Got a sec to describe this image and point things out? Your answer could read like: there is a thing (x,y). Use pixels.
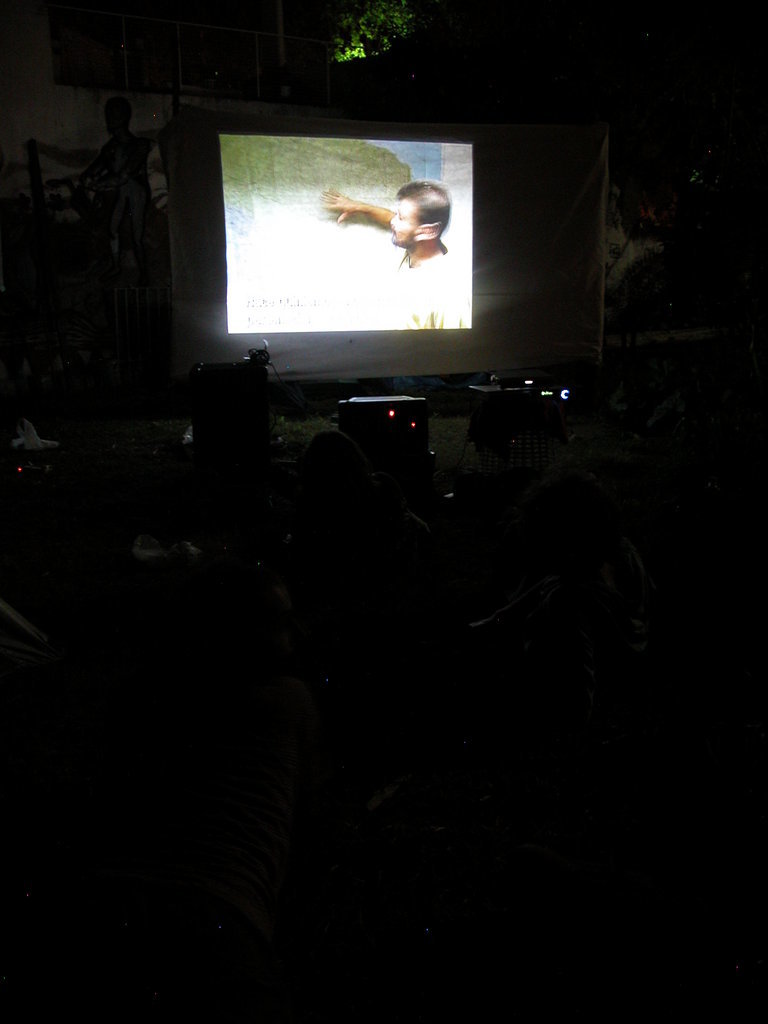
In this image I can see a dark picture in which I can see few persons (270,796), a projector (369,423), few other objects (204,378) and a projection screen (453,347) on which I can see a projection (369,190) of a person (415,228). In the background (456,73) I can see few trees (508,48).
